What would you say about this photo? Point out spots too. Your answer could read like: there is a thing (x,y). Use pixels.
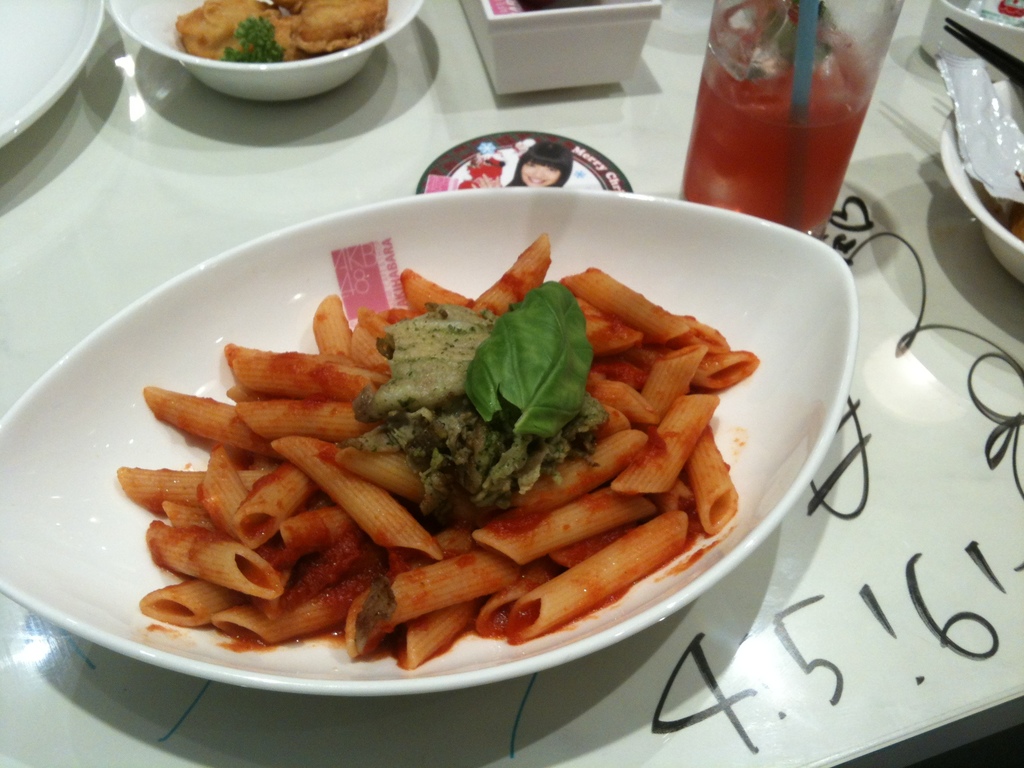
On the left side (243,371), there are food items (566,444) arranged in a bowl (151,357), which is placed on a table (953,470), on which there are cups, a plate (57,52) and a glass (825,96). And the background (18,260) is white in color.
